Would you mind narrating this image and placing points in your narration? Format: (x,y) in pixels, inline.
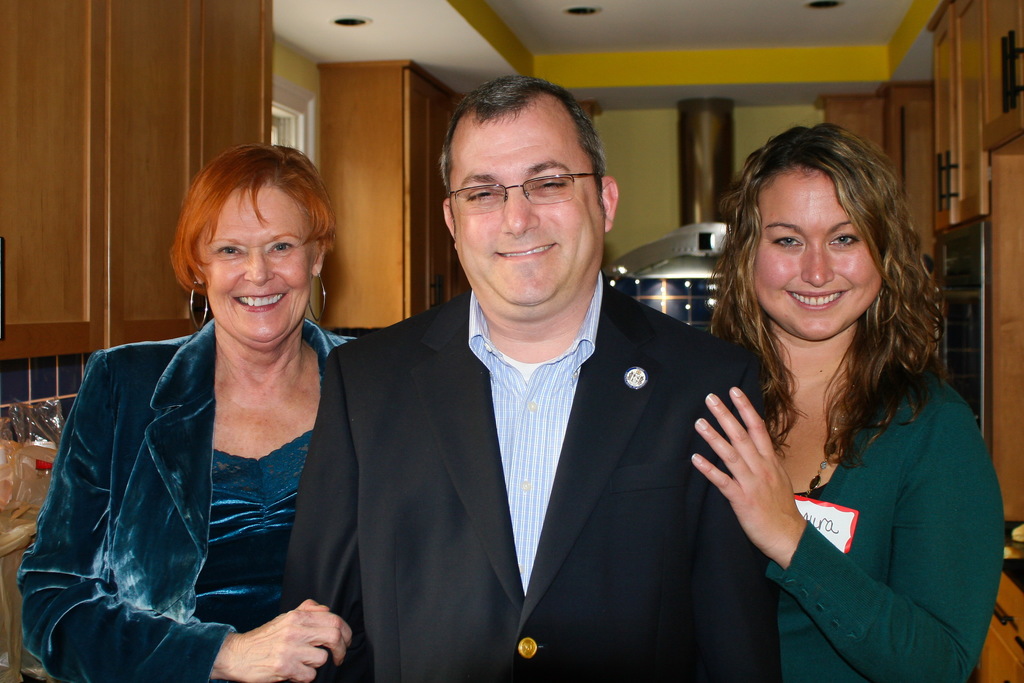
In this image one man (687,378) and two women (204,377), three are smiling, at the top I can see the roof building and the wall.
